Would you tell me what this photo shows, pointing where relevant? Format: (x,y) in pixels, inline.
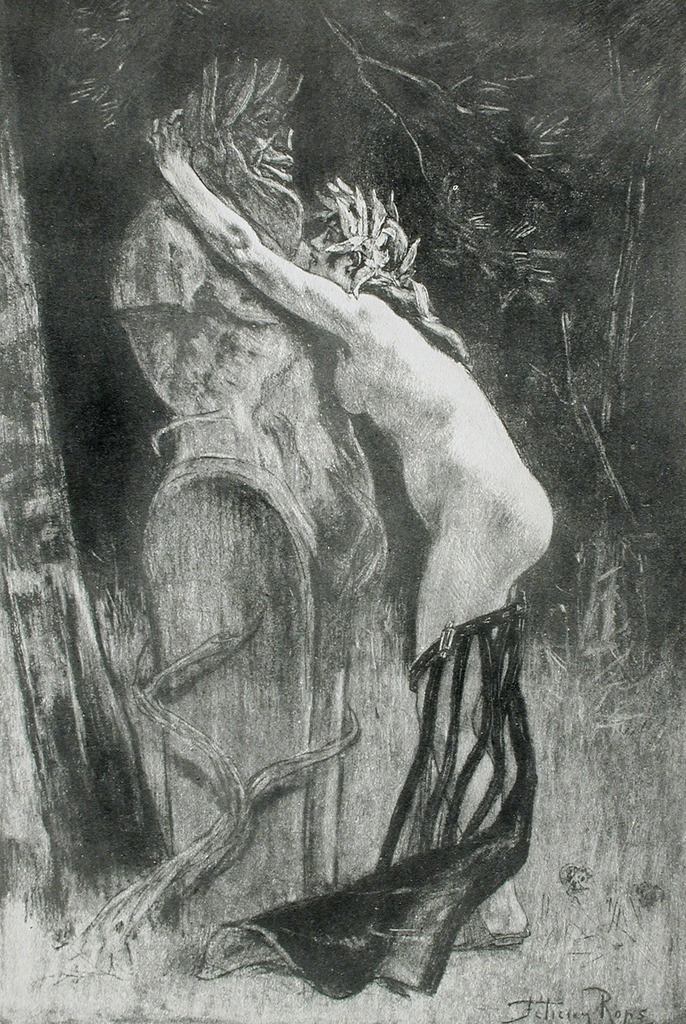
In this picture, we can see an art (481,987) and some text (590,986) in the bottom right corner (625,1015).
